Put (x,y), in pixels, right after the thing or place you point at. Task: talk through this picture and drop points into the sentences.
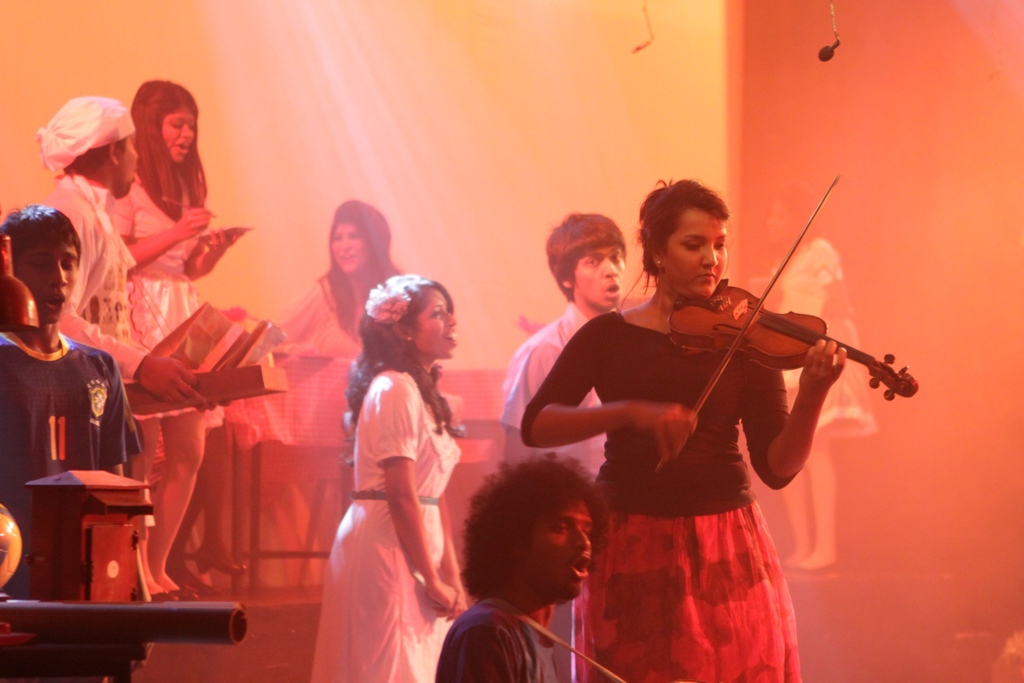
In this Image I see number of people (682,674) in which this woman (664,536) is holding a musical instrument (787,260) and this person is holding something in his hand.
